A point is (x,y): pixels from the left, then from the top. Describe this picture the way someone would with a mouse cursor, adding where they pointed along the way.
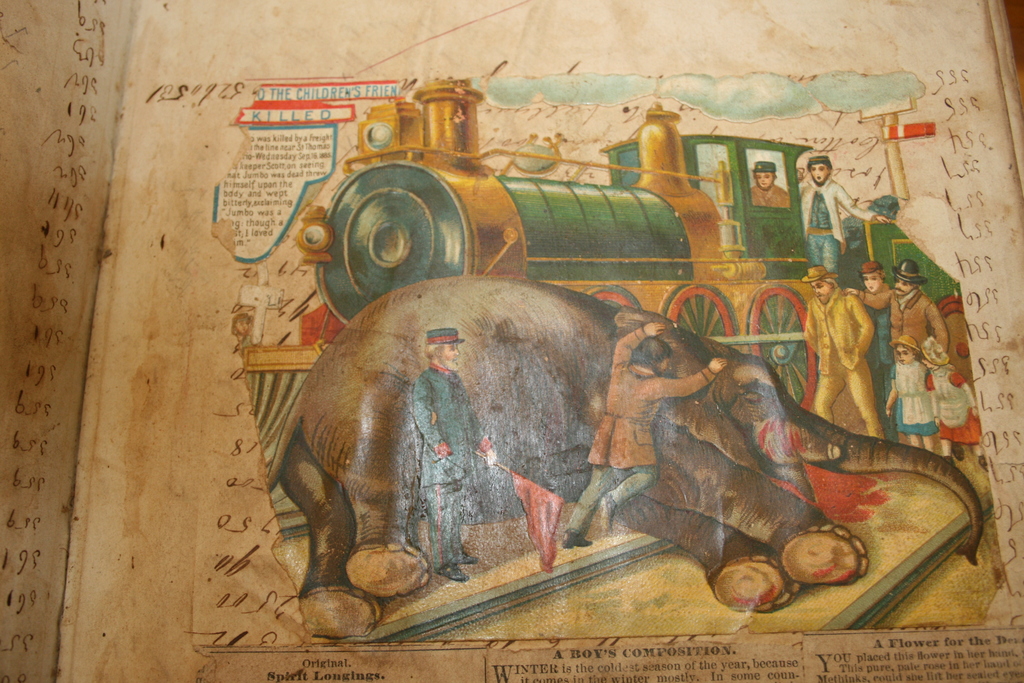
In this picture there is a book (151,595) and there is text (70,141) on the book (80,447) and on the book (91,544) there is a picture (756,621) of an elephant (700,472) and there is a train (666,299) on the railway track (620,552) and there are group of people (423,479) standing. At the top (834,95) there are clouds (742,100). At the bottom (608,607) there is a railway track (488,594).
